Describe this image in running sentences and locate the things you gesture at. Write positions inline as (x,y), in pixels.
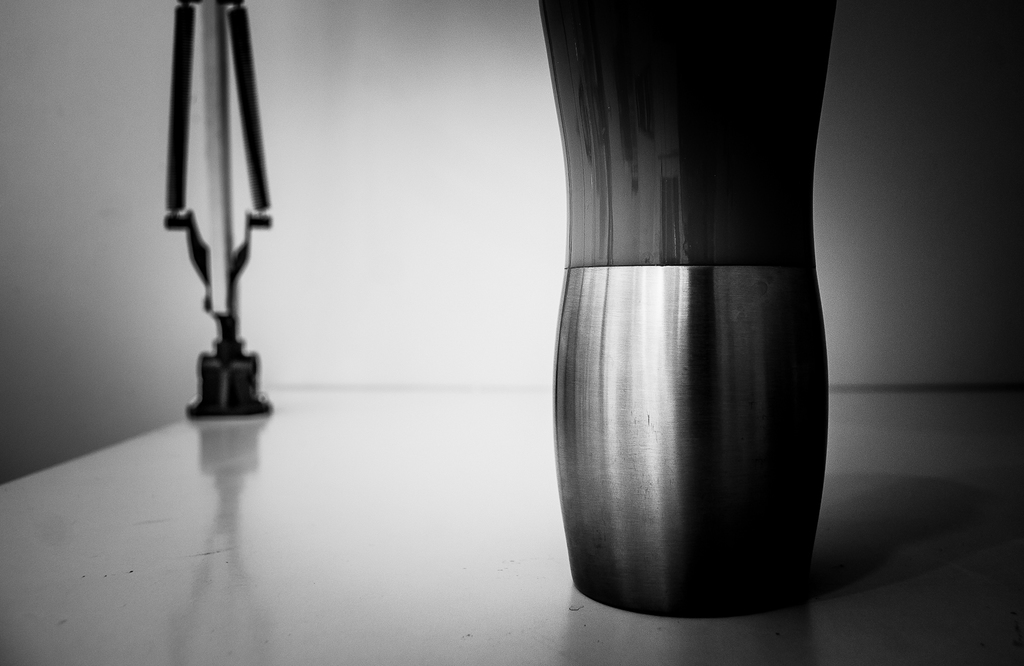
This is a black and white image, in this image there is a table (253,437), on that table (129,472) there are two objects (244,363), in the background (197,340) there is a wall (842,19).
